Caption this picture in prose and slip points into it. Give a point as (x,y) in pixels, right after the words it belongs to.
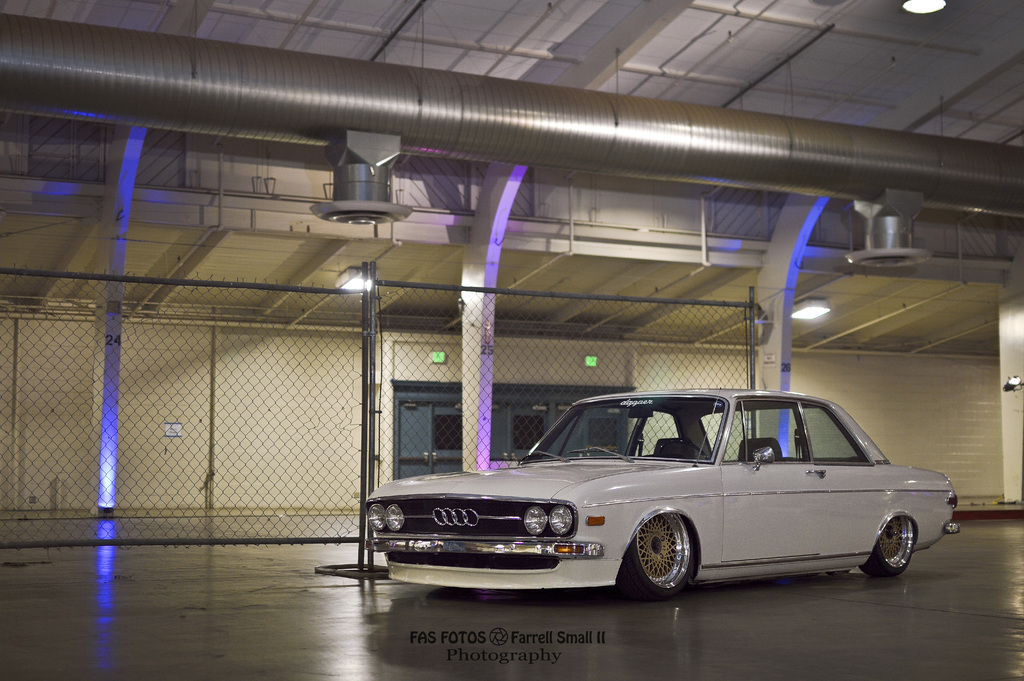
In this image there is a white color car (554,537) is on the floor (482,596) as we see in the bottom of this image (439,618). There is a fencing (351,394) in the background (423,383). There is a wall (661,381) in the middle of this image (398,358). There is a pipe (373,139) attached as we can see on the top of this image (501,151). There is a light (355,281) in the middle of this image (345,272) and one is on the right side of this image (826,312) as well.
